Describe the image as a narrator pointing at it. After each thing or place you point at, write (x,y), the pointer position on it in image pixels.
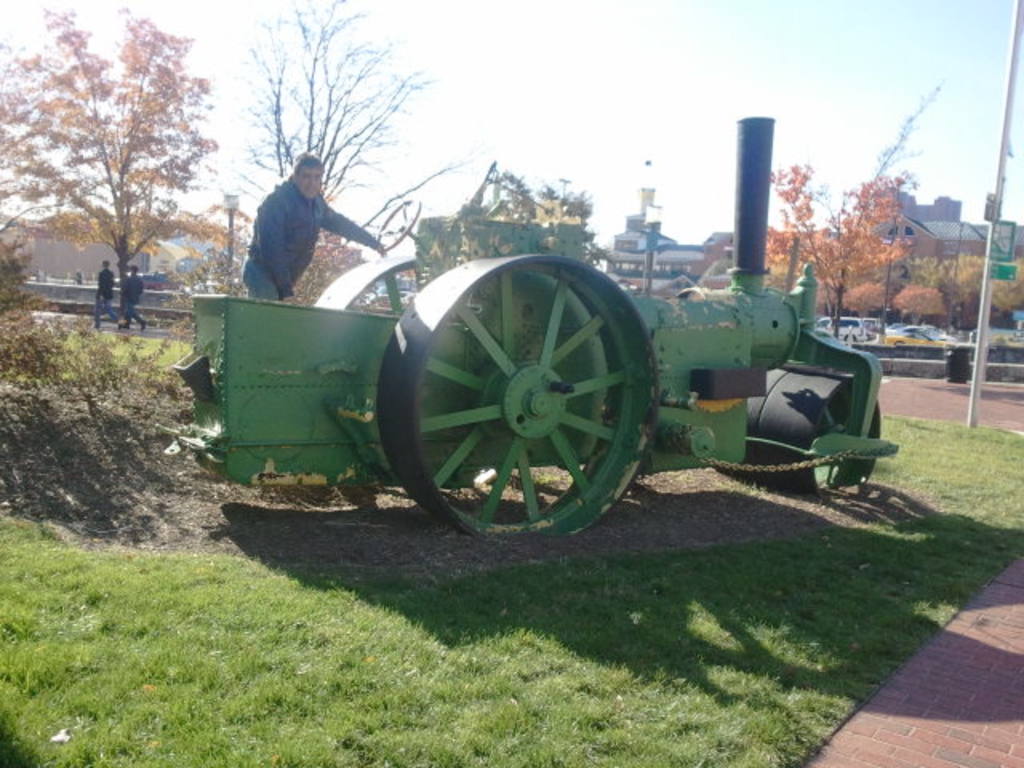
On the ground (352,643) there is grass (534,702). Also there is a machine (556,349). And a person (291,236) is standing near to that. In the back (326,263) there are trees (61,167) and vehicles (831,325). On the right side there is a pole (983,291). In the background (742,87) there is sky (681,93).
